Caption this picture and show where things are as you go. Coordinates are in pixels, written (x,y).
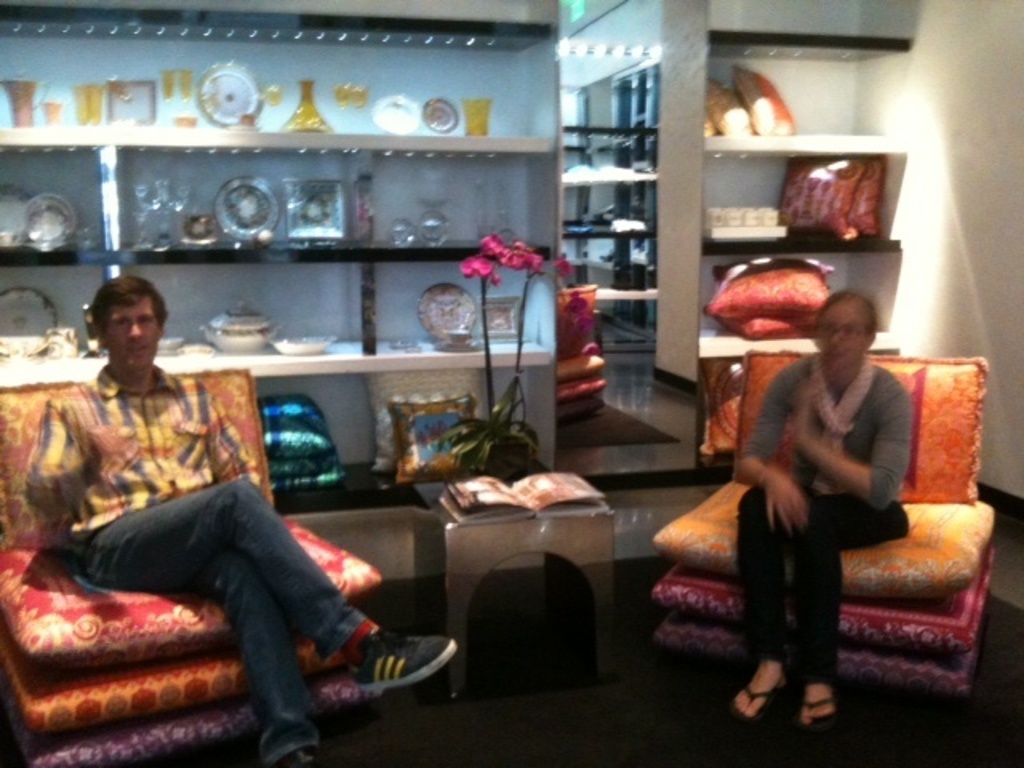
In this image I can see a man (237,506) and a woman (876,418) are sitting. In the background (501,459) I can see a book (532,493), a flower (477,270) and few cushions (724,301).
